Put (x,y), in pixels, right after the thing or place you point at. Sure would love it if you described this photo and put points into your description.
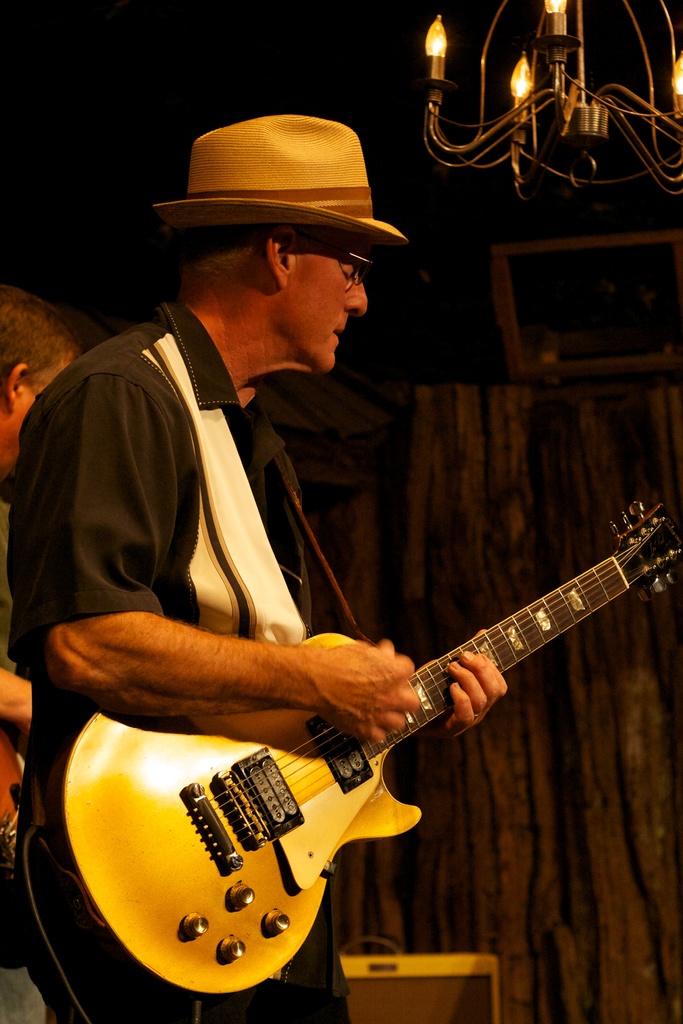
In the image there is a man (222,339) wearing a hat (271,204) holding a guitar (280,726) and playing with it, in background (89,320) there is another person (42,333) on top (398,24) there is a roof (401,44) with few lights (526,156). At bottom (420,962) we can see a speaker (381,999).
